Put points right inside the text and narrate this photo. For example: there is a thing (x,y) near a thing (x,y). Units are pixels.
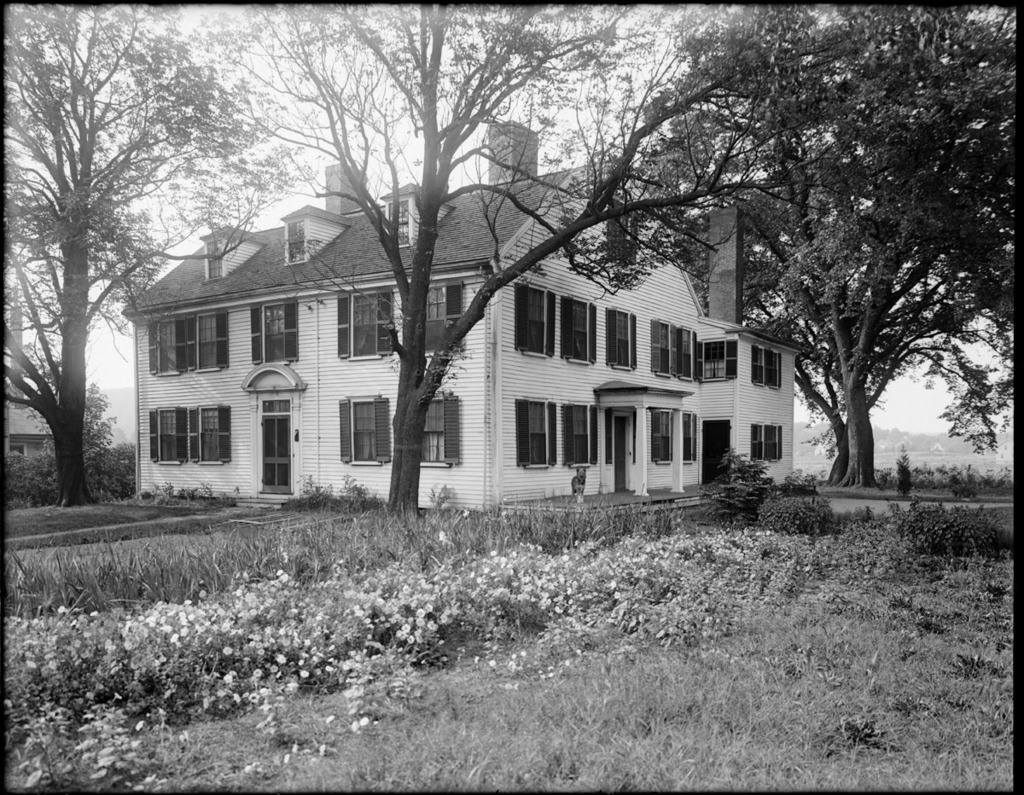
In front of the image there are plants (475,555) and flowers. At the bottom of the image (682,745) there is grass (712,708) on the surface (695,715). In the background of the image (287,489) there are trees (395,250), buildings (485,362). At the top of the image (423,145) there is sky (271,213).
